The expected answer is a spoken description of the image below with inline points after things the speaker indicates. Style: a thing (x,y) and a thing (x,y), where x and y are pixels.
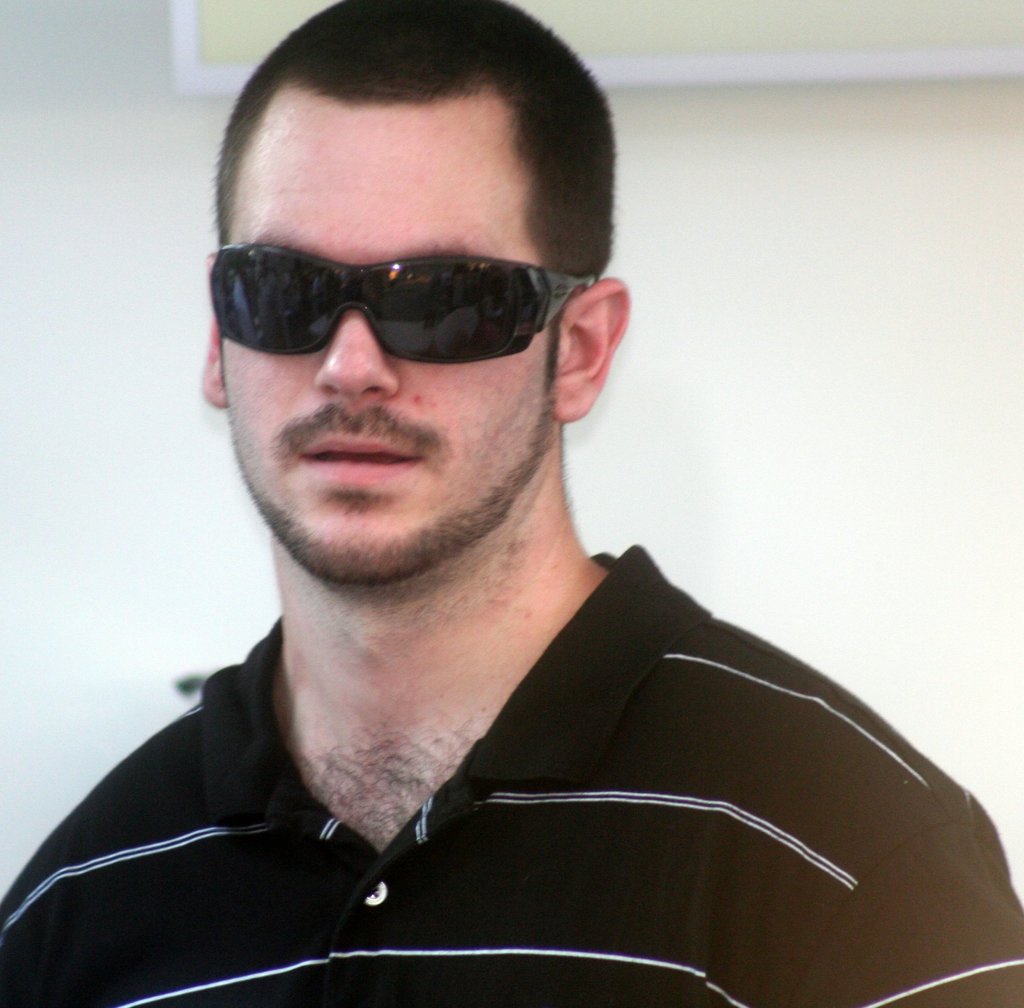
In this image there is a person (495,756) standing on the floor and he is wearing black color T-shirt (624,761) and goggles (447,349).
